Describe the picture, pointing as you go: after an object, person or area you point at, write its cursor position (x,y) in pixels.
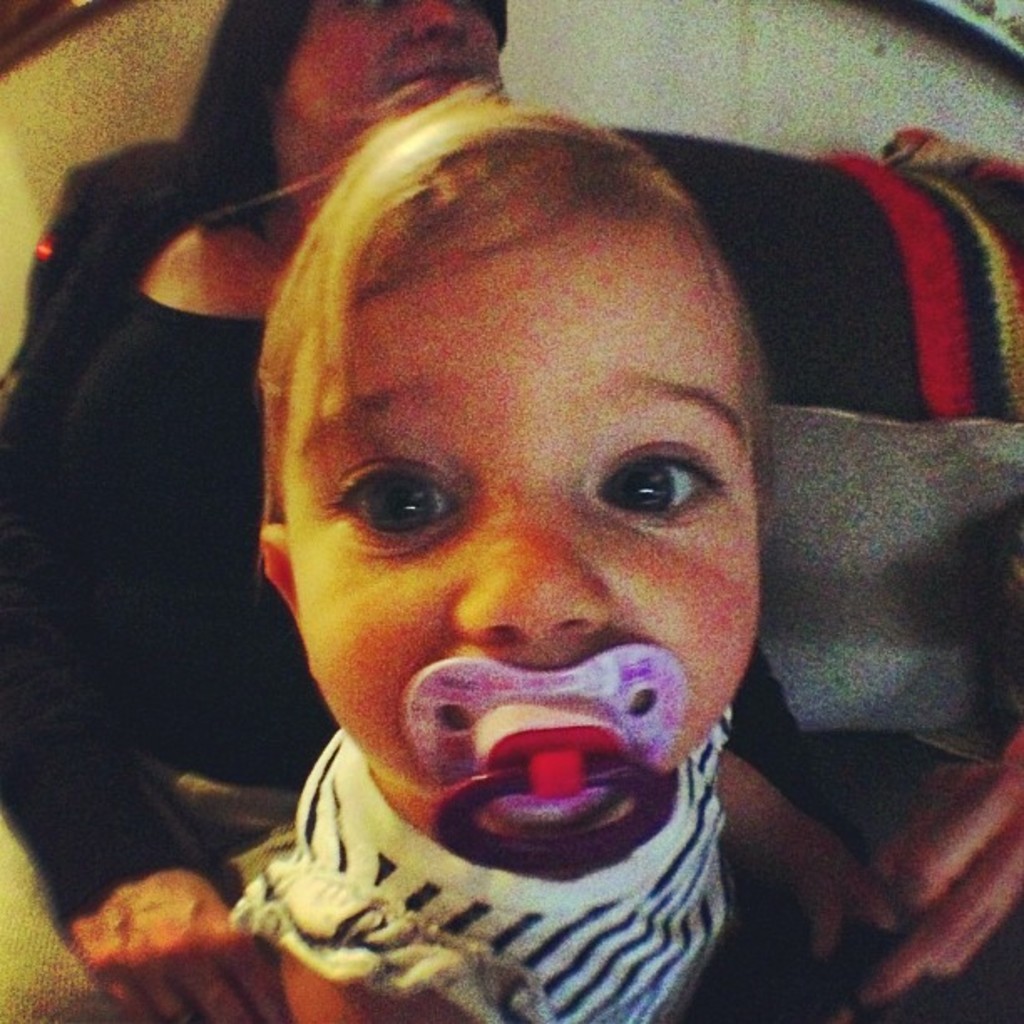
In this image in the foreground (688,270) we can see a child (815,854) and in the background (300,180) we can see a person (159,976) sitting.
